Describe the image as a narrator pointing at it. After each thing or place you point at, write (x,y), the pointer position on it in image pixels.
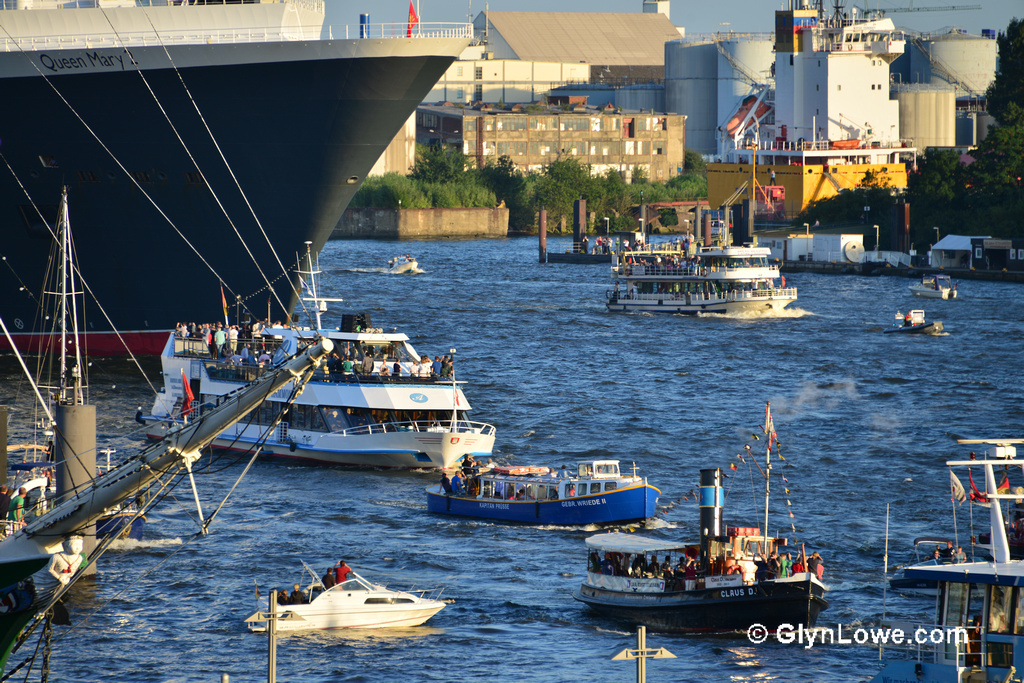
In this picture there is a sea (666,377). And these are the ships (989,579) in the water (630,400). And on the background (625,110) there are some buildings (936,112). And these are the trees (1018,191).
